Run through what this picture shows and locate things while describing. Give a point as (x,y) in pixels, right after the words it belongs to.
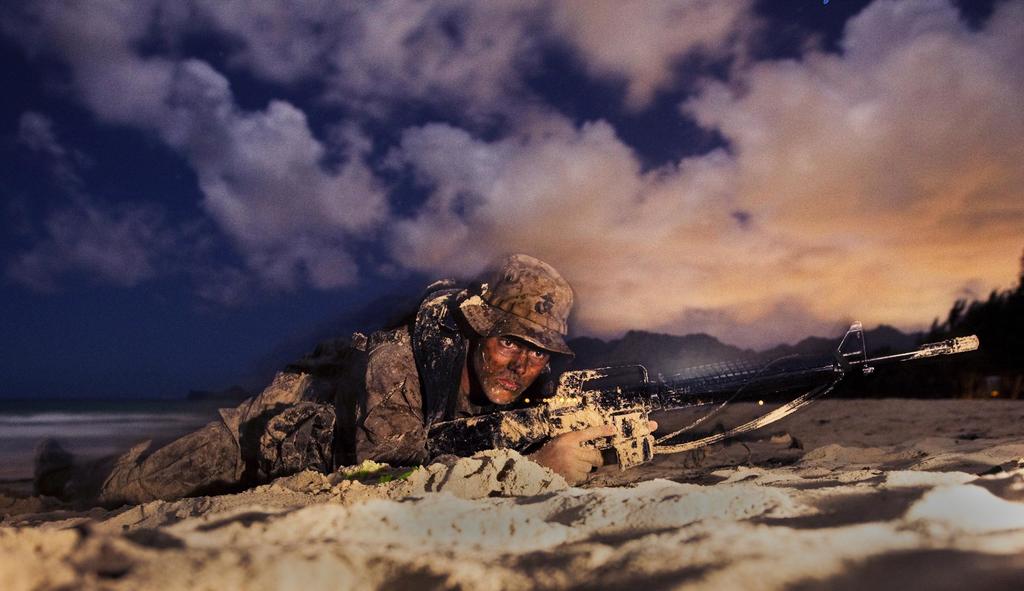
In this image there is a soil ground (508,506) on the bottom of this image (397,502) and there is one person (403,412) is lying on this ground (383,491) and holding a gun (684,378) in middle of this image (575,384). There is a cloudy sky (429,126) on the top of this image (586,114) and there are some trees (893,365) on the right side of this image (944,331).
